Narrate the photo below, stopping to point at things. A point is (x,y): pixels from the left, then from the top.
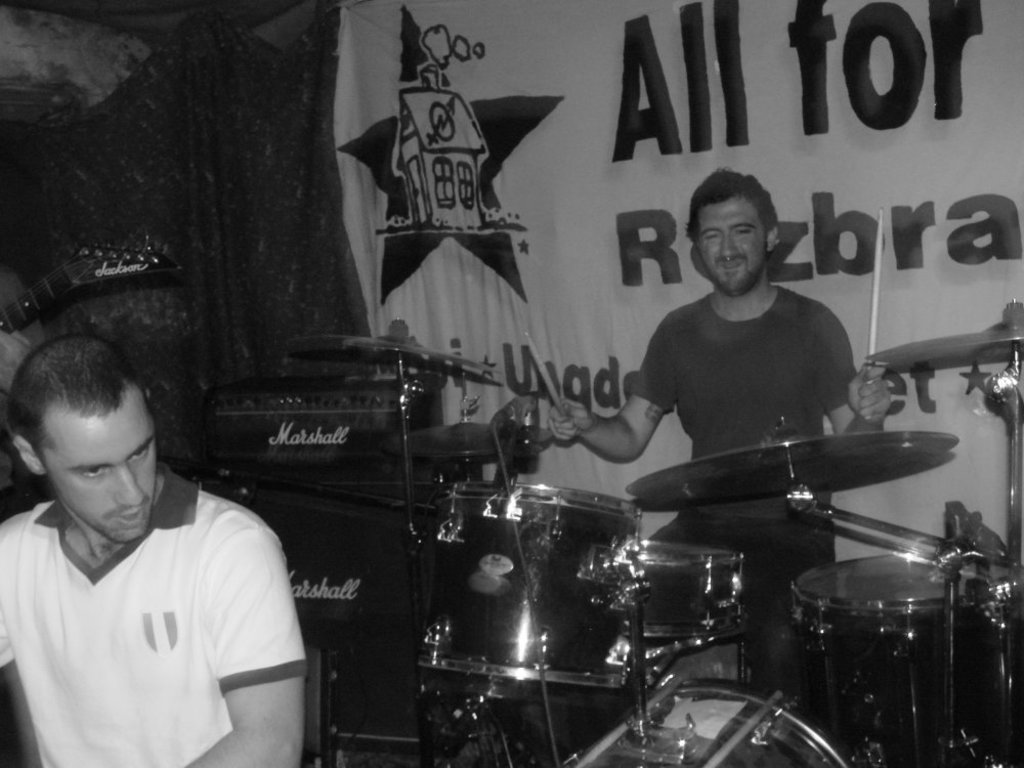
In this image we can see a man (718,190) sitting and playing a drum (638,574). On the left (143,665) there is a man (61,504). In the background (344,184) we can see a banner (563,115).
